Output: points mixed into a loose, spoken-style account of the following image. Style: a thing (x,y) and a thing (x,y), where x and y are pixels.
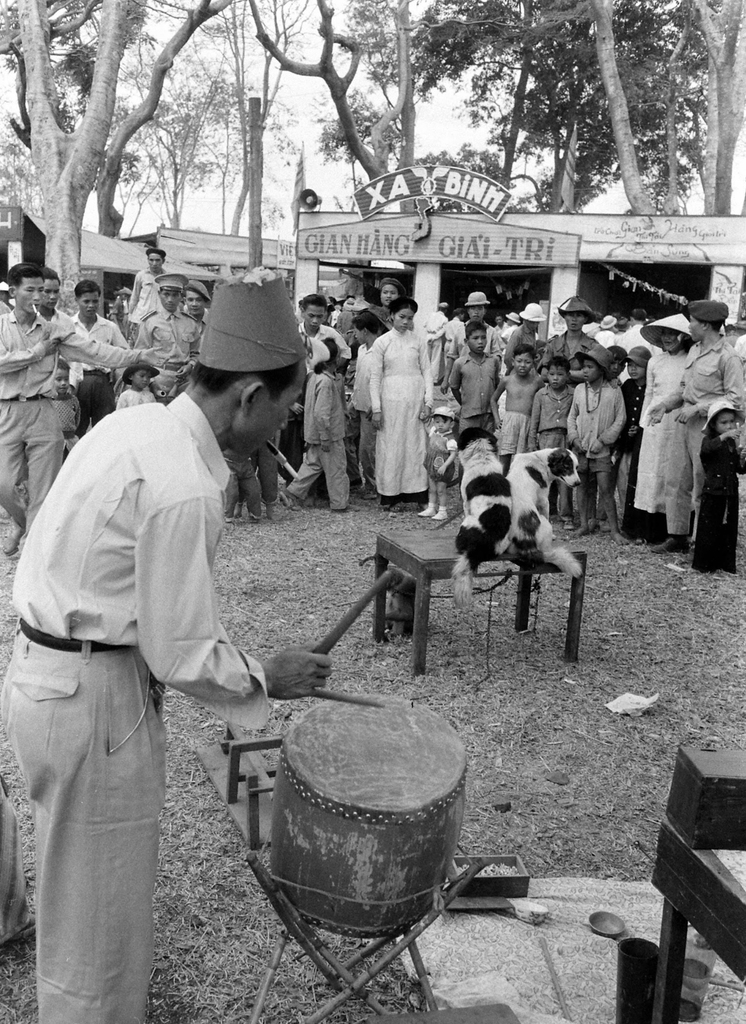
There is a person (106,805) standing and playing musical instrument (310,762). We can see dogs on the table (440,543). Background (415,184) we can see people (18,313), board (425,185) and trees (359,130).
